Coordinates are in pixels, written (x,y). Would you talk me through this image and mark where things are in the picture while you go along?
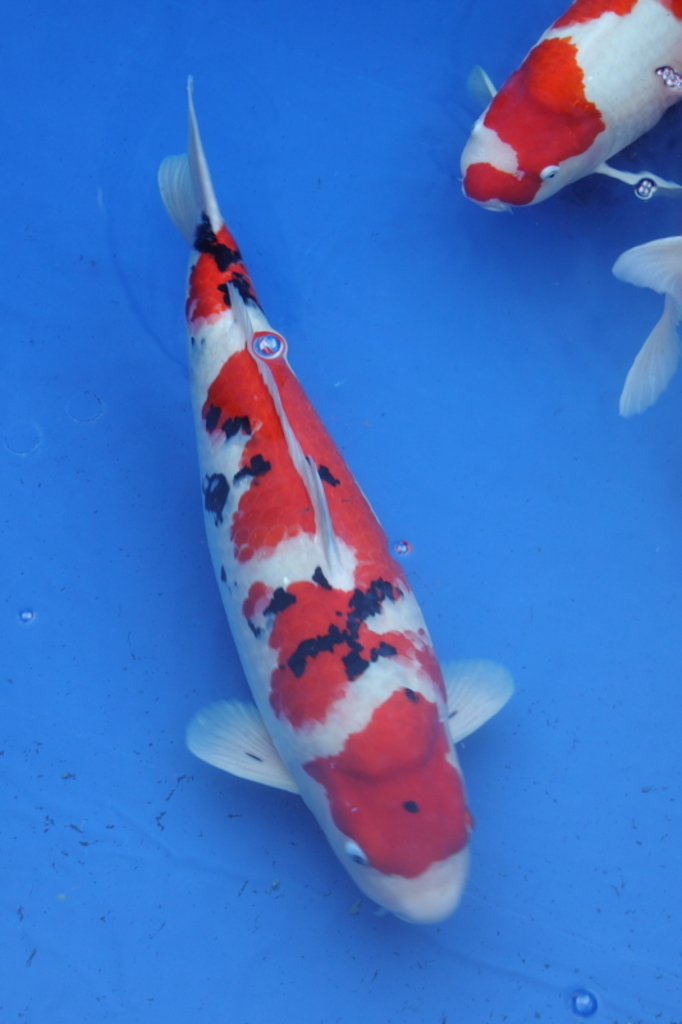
In this image, we can see there are two fishes (275,719) in red and white color combination, swimming in the water (309,840). And the background (158,908) is blue in color.
